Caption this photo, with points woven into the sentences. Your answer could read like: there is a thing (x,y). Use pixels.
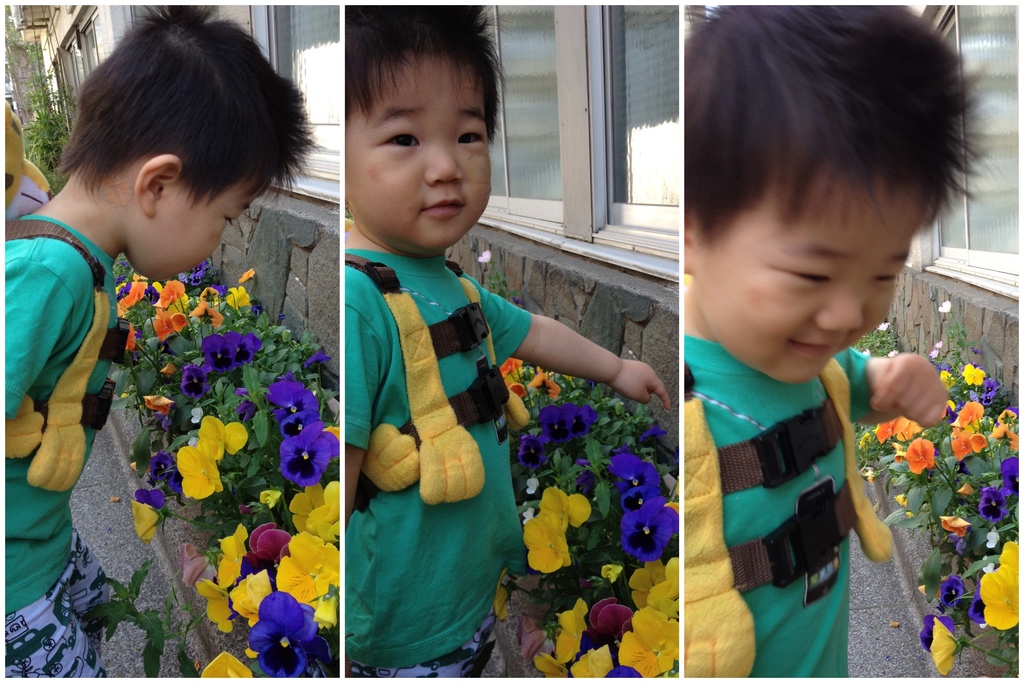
In this picture we can see a collage of three pictures, in these picture we can see a kid (623,366), some plants (184,363) and flowers (152,395), there is a window (312,75) here.
